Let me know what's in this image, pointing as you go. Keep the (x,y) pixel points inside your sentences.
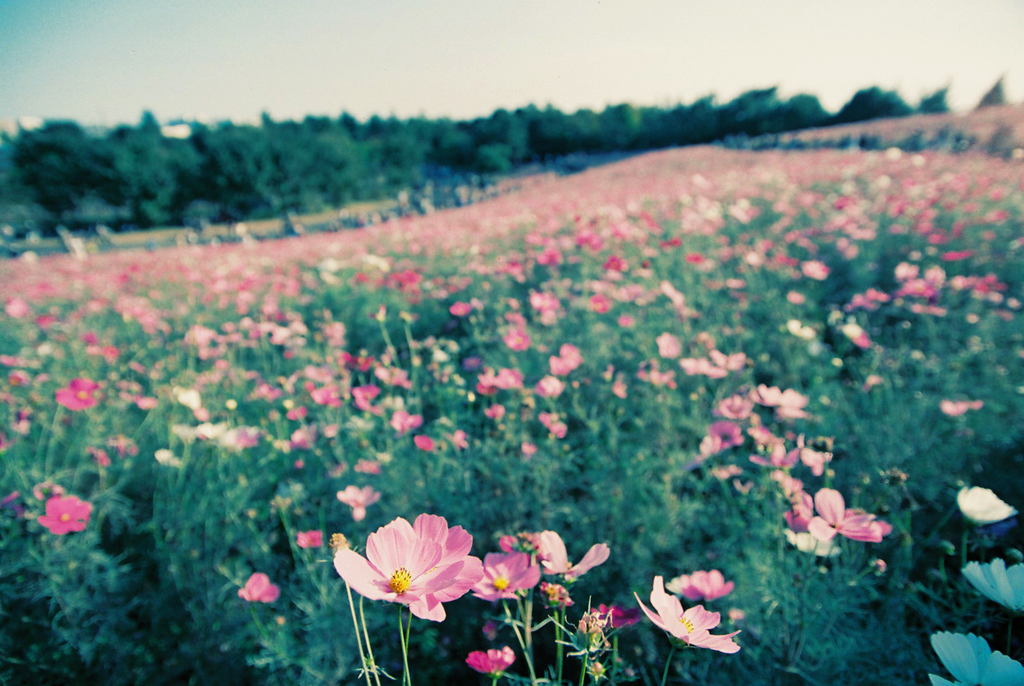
These are the beautiful flowers garden (541,433), in the middle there are trees (164,183). At the top (353,60) it is the sky (398,73).
